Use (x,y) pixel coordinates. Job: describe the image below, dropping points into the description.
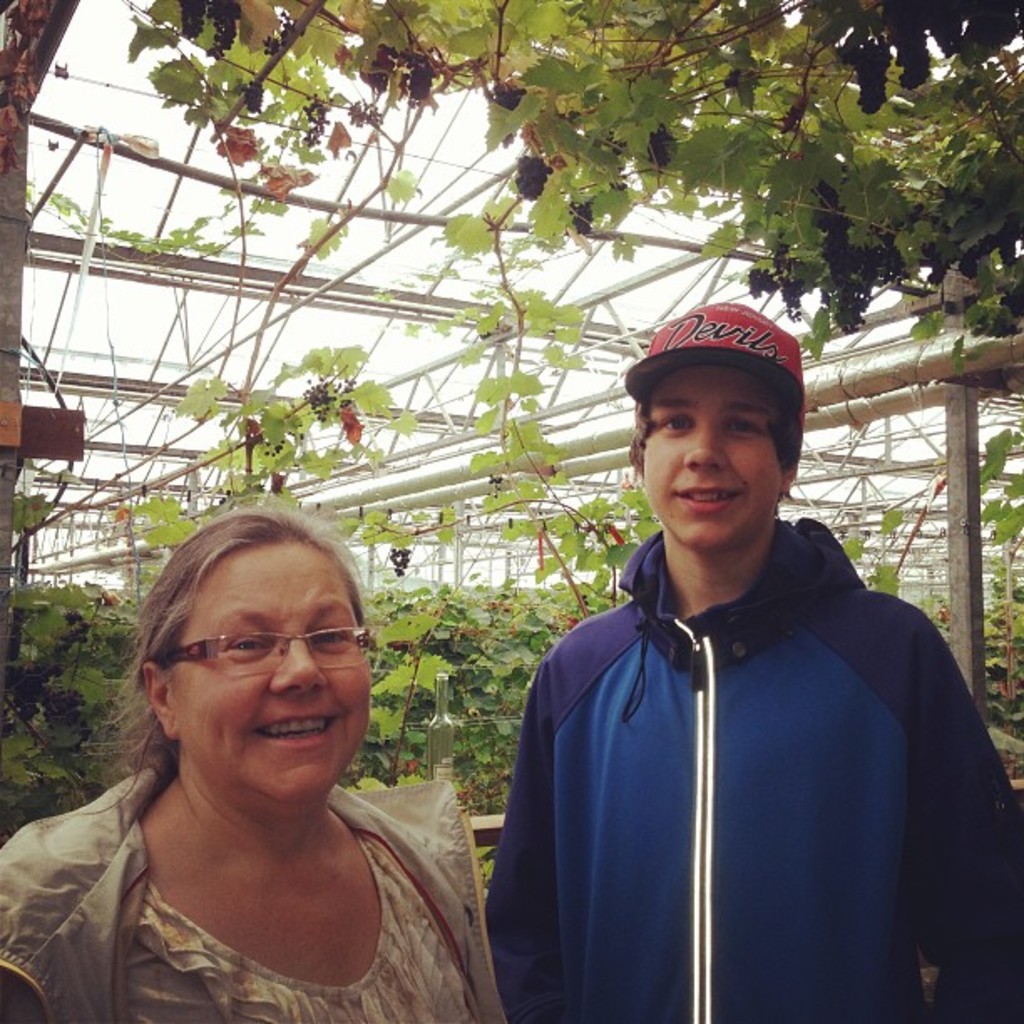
In this image there is a boy (776,752) and a woman (406,953) are standing, in the background (549,571) there are plants (493,323) and poles (400,414).
